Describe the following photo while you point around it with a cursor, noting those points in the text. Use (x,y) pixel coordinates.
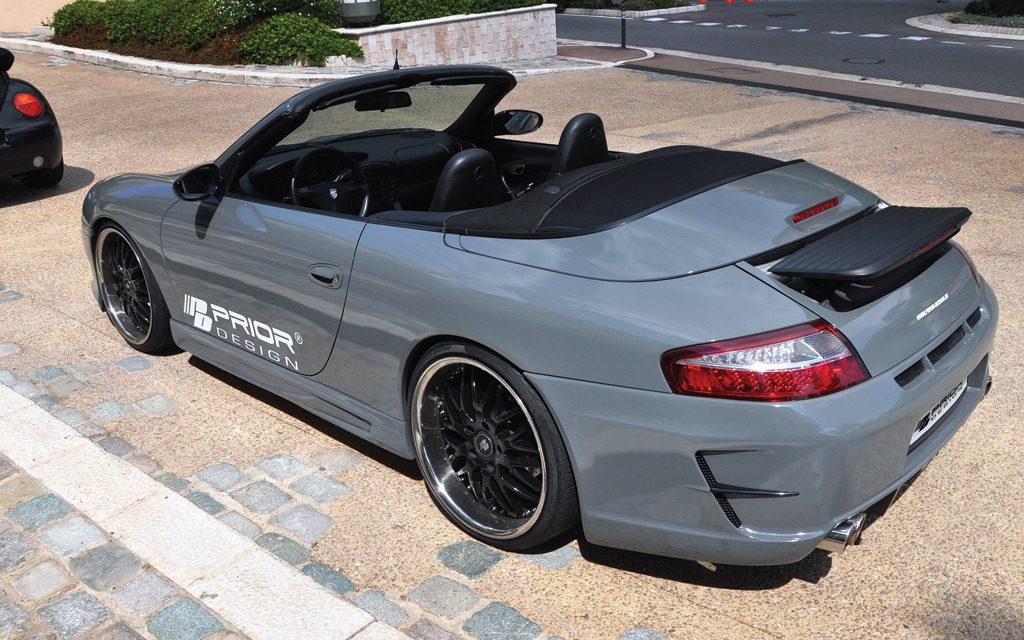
In this picture we can see a car (521,256) on the ground (326,430), and at side here is the road (727,36) and paint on it, Here is the small shrubs (442,8), and here is the wall (478,24).
